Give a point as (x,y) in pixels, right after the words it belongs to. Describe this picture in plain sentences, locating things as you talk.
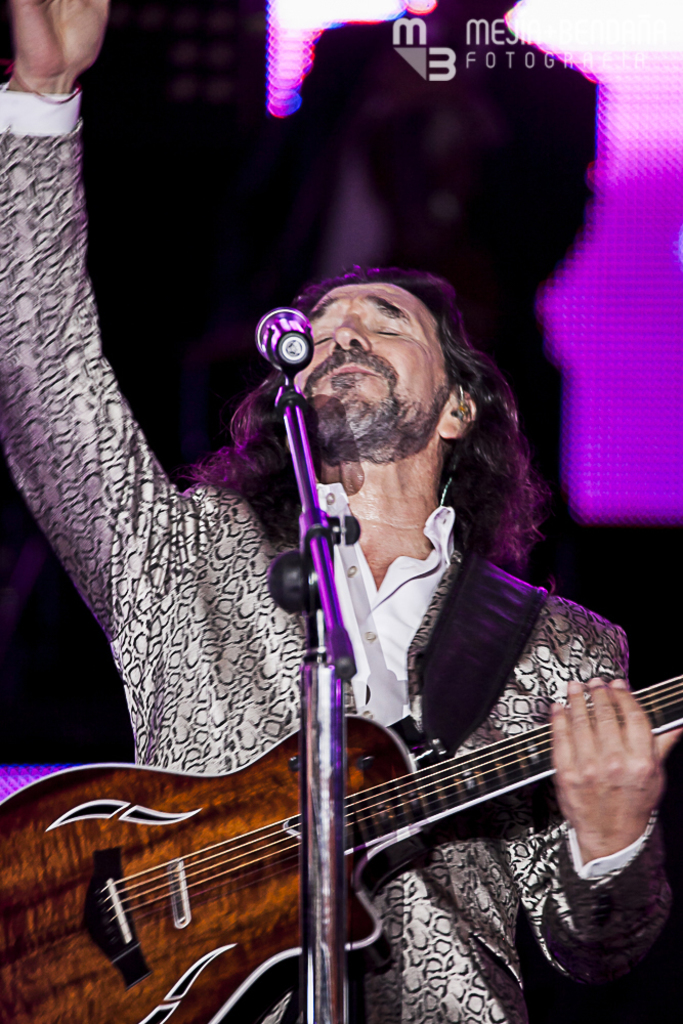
In this image, In the middle (378,432) there is a man (490,714) who is holding a music instrument (146,906) which is in brown color, There is a microphone (336,836) he is singing in microphone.
